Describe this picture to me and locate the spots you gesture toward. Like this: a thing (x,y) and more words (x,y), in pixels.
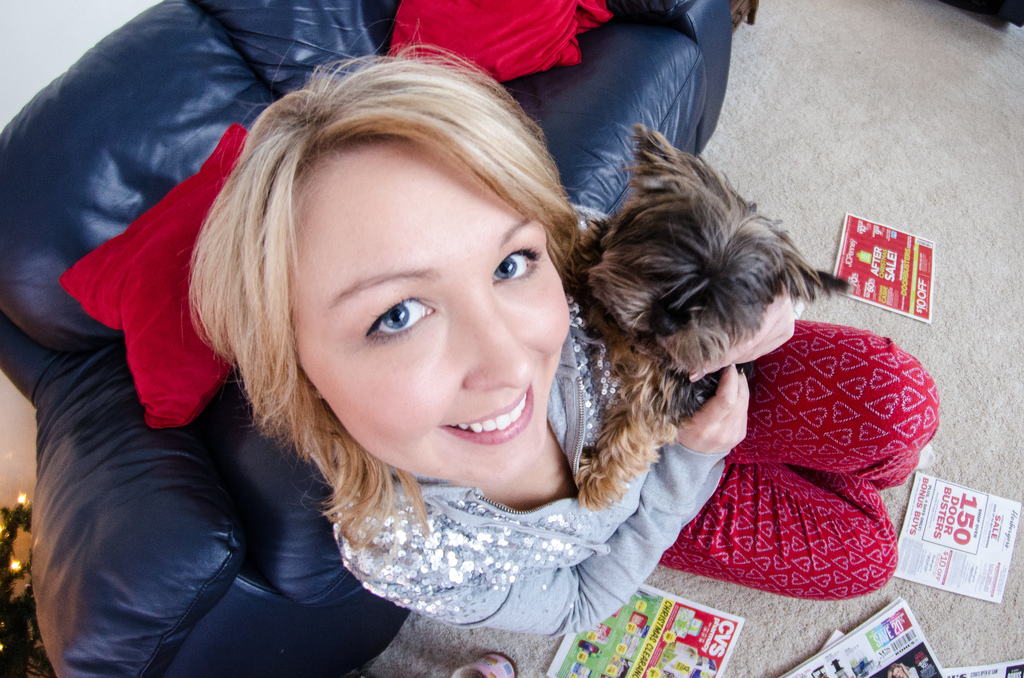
This person (729,443) sitting on the floor (956,647) and holding dog (693,404), behind this person (754,426) we can see sofa (347,14), wall (70,19), on the sofa (268,49) there are pillows (185,236). We can see papers (869,257) on the floor (865,132).
